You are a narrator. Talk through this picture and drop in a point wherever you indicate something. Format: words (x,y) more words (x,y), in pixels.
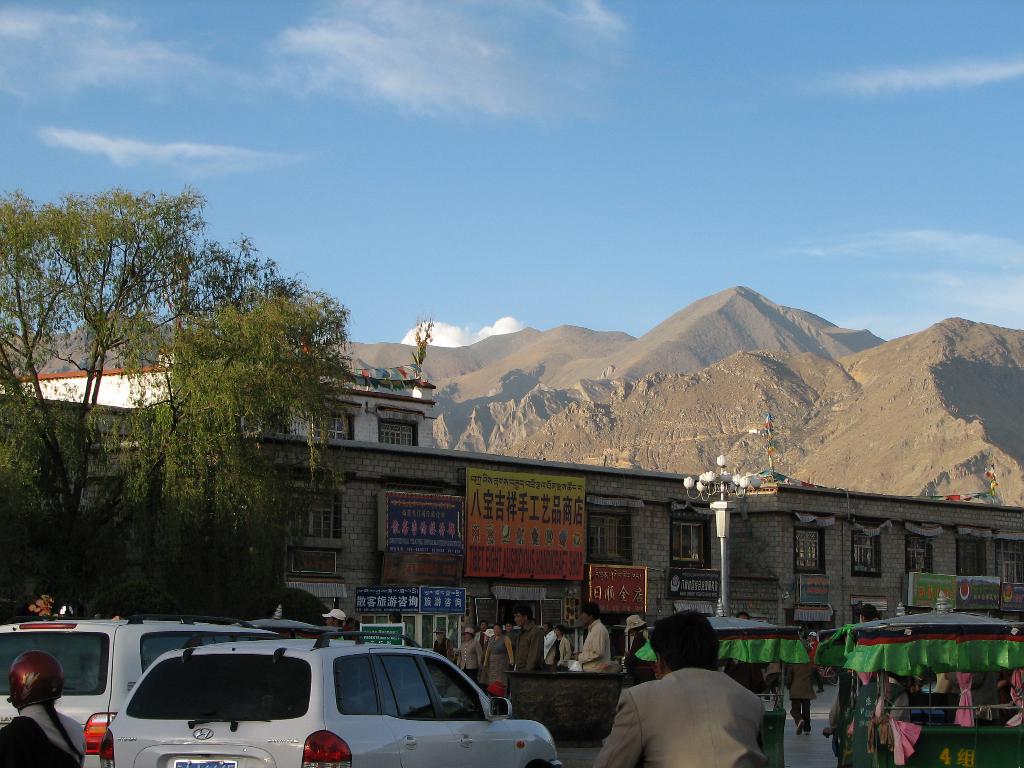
In this image I can see some vehicles (352,738), people (626,756), tents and poles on the road (583,750), beside that there are some trees (43,543) and buildings (827,488), also there are so many mountains (795,341) at back (814,452).
